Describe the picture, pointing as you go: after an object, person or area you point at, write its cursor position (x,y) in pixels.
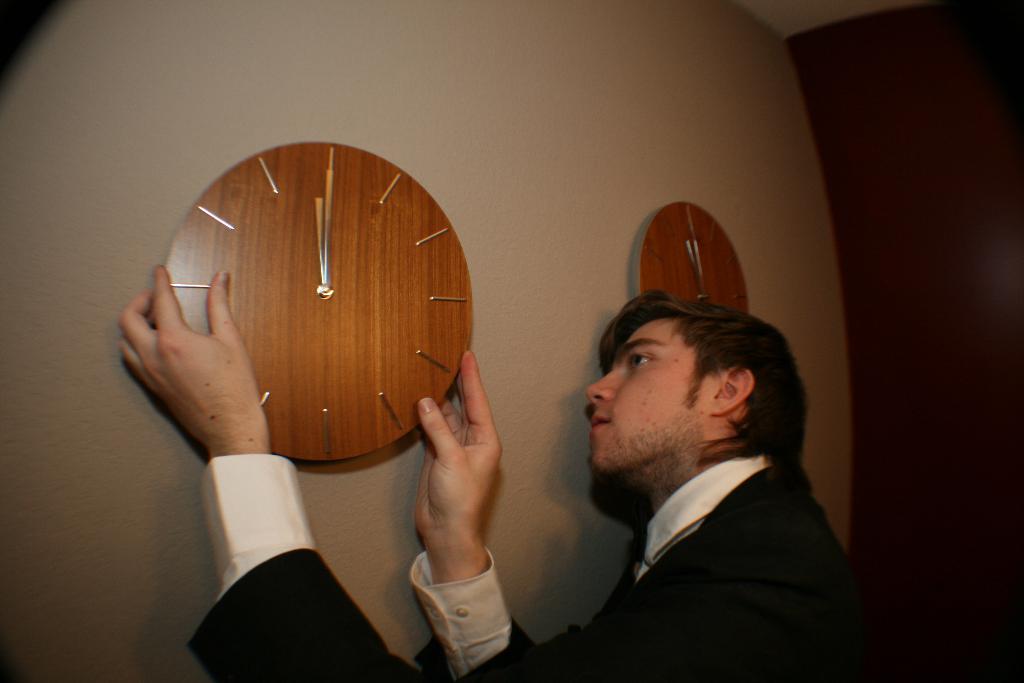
In this image I can see the person (773,496) wearing the black and white color dress (677,557). And the person (593,473) holding the clock (414,324). I can see there are two clocks (432,258) to the wall (576,99). These clock (455,293) are in brown color.
